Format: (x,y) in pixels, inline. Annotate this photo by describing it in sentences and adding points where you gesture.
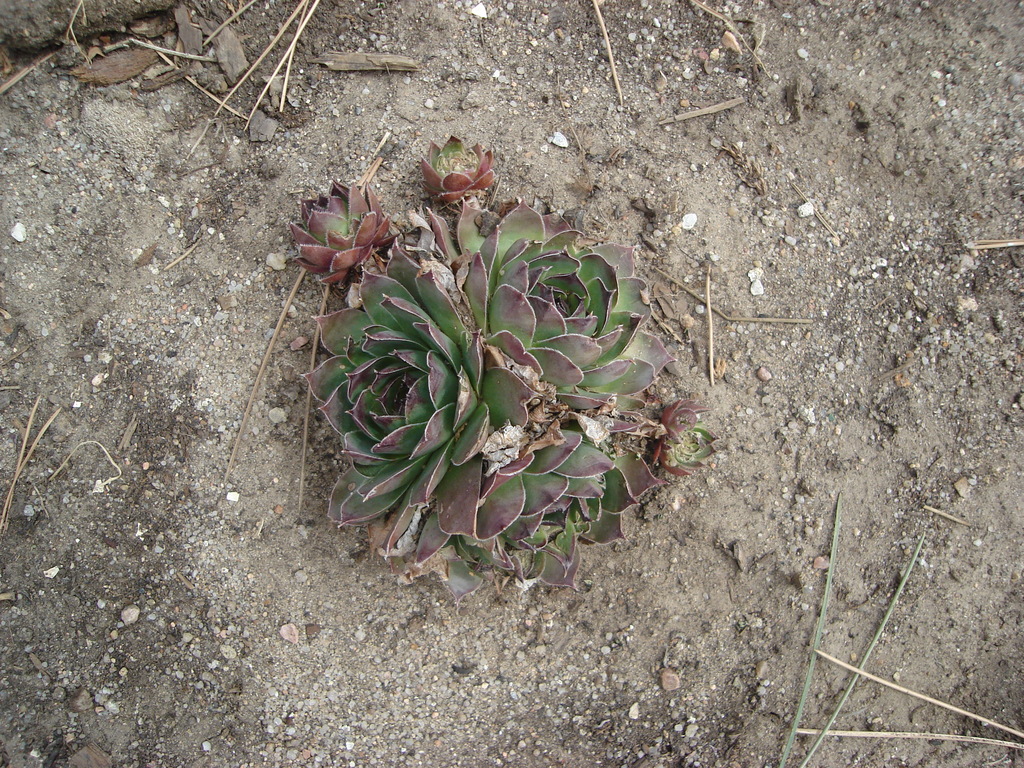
This image consists of a plant (485,423) on the ground (309,409). At the bottom (504,728), there is a ground (89,570).
